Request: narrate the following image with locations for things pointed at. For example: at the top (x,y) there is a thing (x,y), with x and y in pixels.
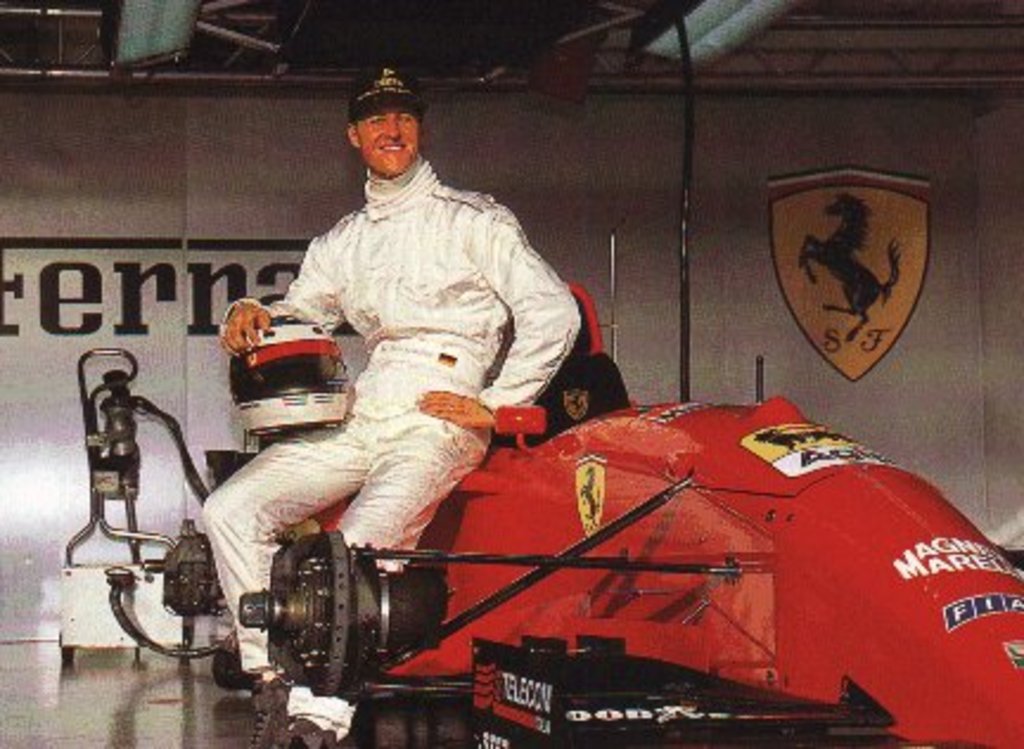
In this image we can see a man (434,414) holding a helmet (289,372) sitting on a vehicle (393,619) which is placed on the surface (233,736). On the backside (161,354) we can see a pipe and a wall (75,311) with some text (58,325) and a picture (835,249) on it.
